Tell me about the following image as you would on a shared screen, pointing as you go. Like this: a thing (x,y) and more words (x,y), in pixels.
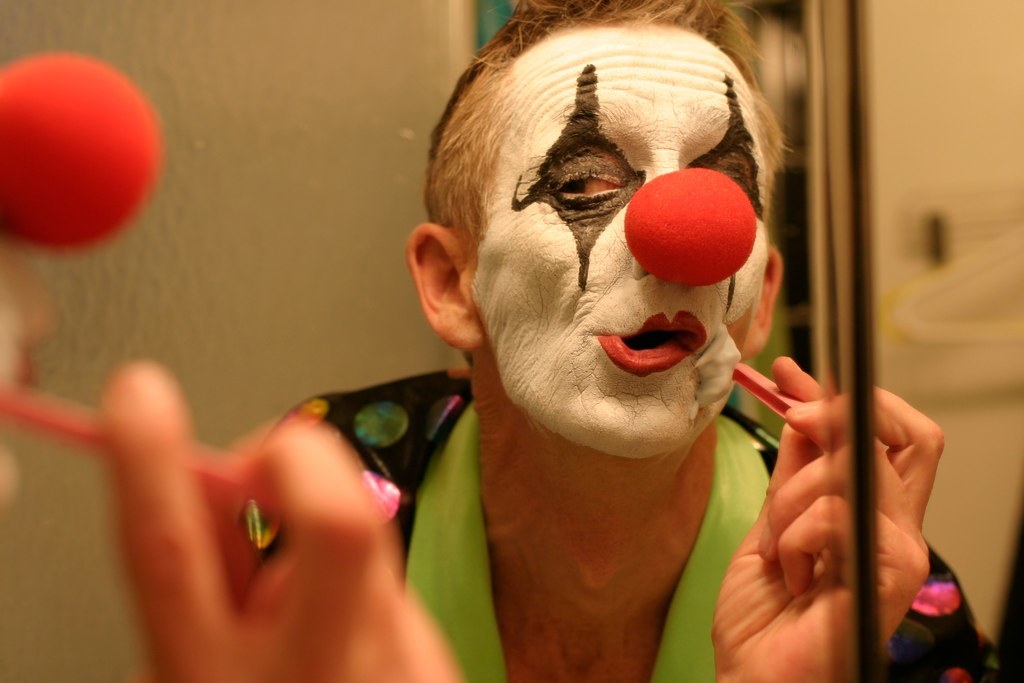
In this image I can see a person (511,160) is holding an object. In the background of the image (938,168) it is blurry. In the front of the image (299,476) I can see a person's hand (338,576) is holding an object (236,465).
